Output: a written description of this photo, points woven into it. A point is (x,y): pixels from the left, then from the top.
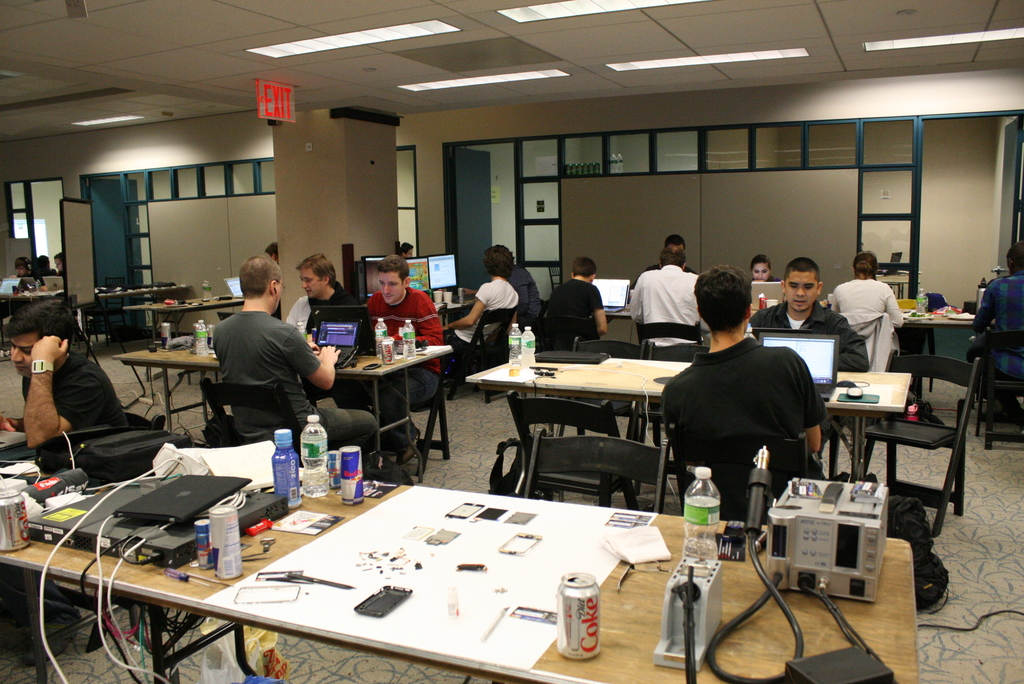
This picture shows a group of people (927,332) seated on the chairs (574,425) few are using laptops (340,355) and we see water bottles (318,474), Coke can's (589,593) and few papers (348,613) on the table (304,535).
